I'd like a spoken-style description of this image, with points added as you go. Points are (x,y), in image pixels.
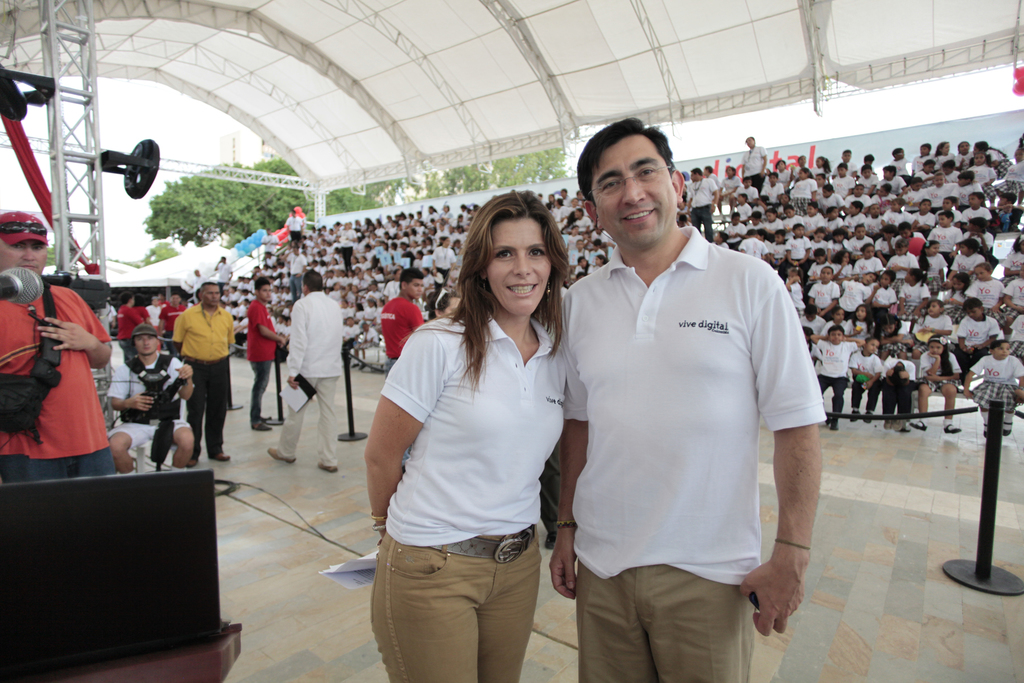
In this picture we can see two people (588,368) smiling and at the back of them we can see a group of people (921,228) sitting and some people (294,419) are standing on the floor (257,481), mic (15,272), shelter (404,40), clothes (34,180), some objects (54,178) and in the background (201,194) we can see trees (175,207).
